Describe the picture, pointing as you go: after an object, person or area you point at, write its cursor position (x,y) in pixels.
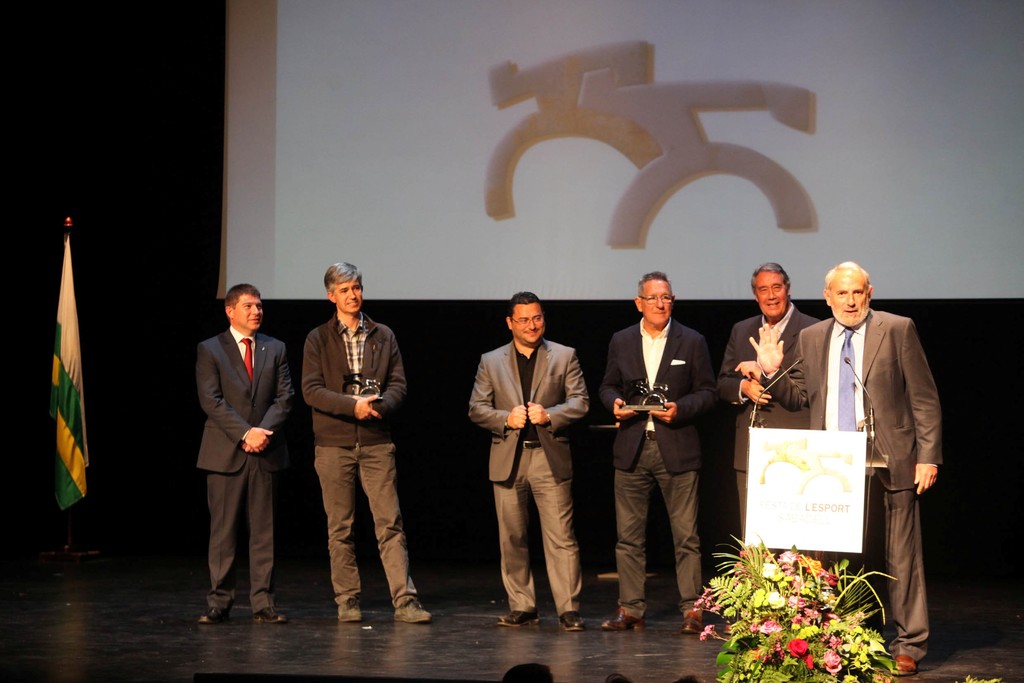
In this picture I can see 6 men (530,373) standing in front (342,294) and I see that 5 of them are wearing suits (903,341) and the man (838,400) on the right (844,283) is standing in front of a podium (855,438) and in the background (600,221) I can see the projector screen (617,157) and on the left side of this image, I can see a flag (70,235). On the bottom right of this picture (734,628) I can see a bouquet (791,612).
